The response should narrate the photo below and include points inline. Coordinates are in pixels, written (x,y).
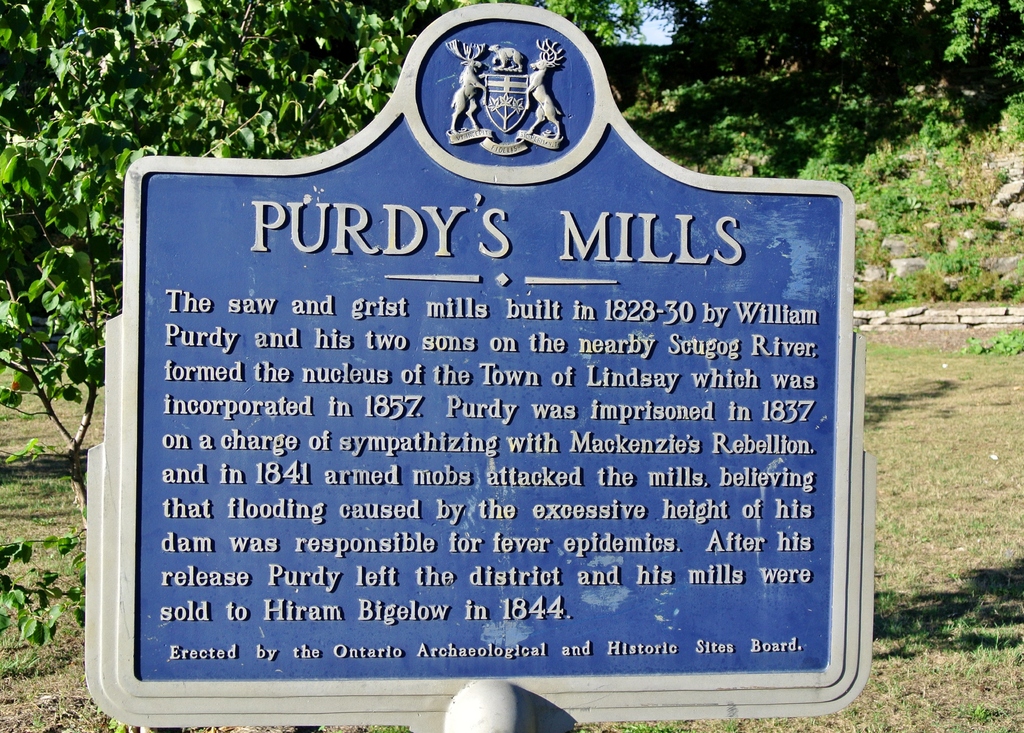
In this picture we can see the boards (661,324). At the top of the board (595,52) we can see the statues (463,76) and logo (499,92). In the background (992,508) we can see the trees (9,217) and farmland (975,540). On the right (1001,191) we can see some stones (1017,198).
